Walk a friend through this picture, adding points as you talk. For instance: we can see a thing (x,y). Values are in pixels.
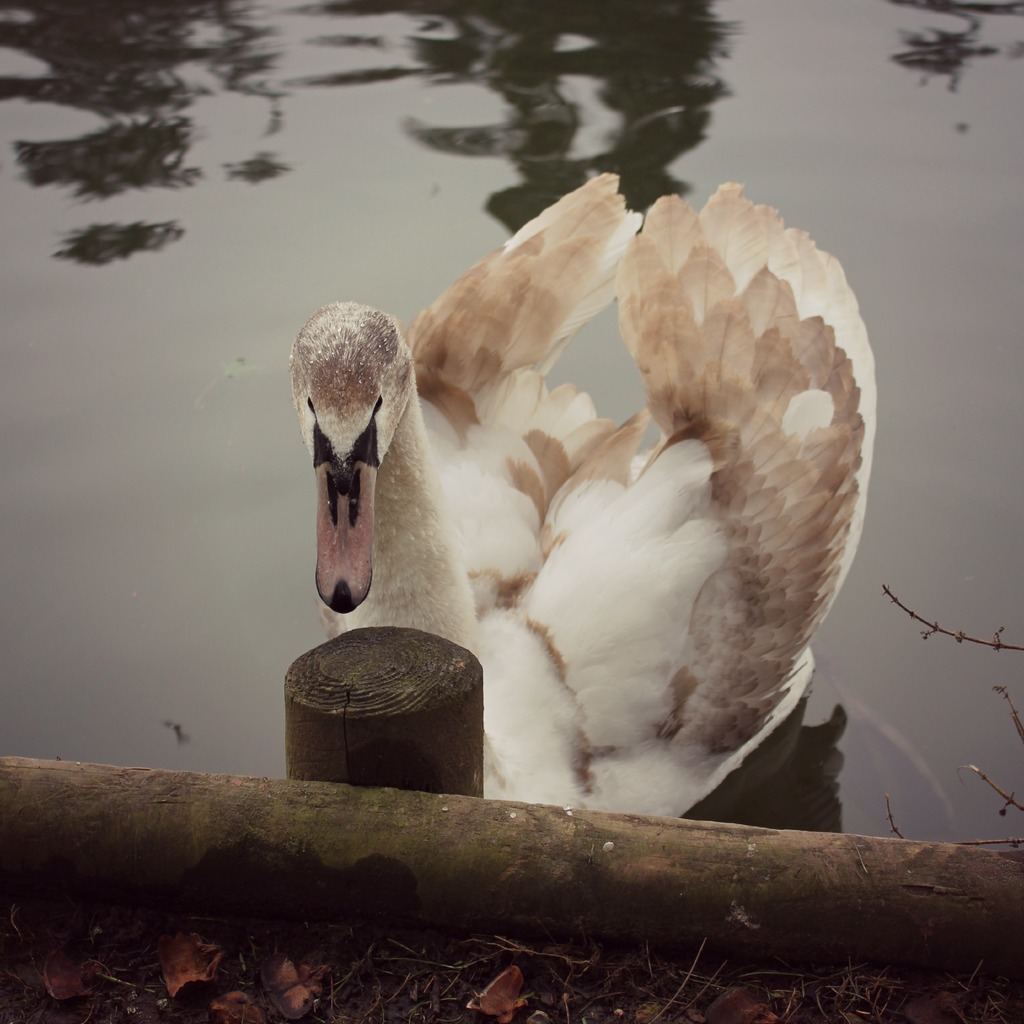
In the picture I can see a bird (519,588) on the water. I can also see wooden objects (476,868) and leaves (516,966).
